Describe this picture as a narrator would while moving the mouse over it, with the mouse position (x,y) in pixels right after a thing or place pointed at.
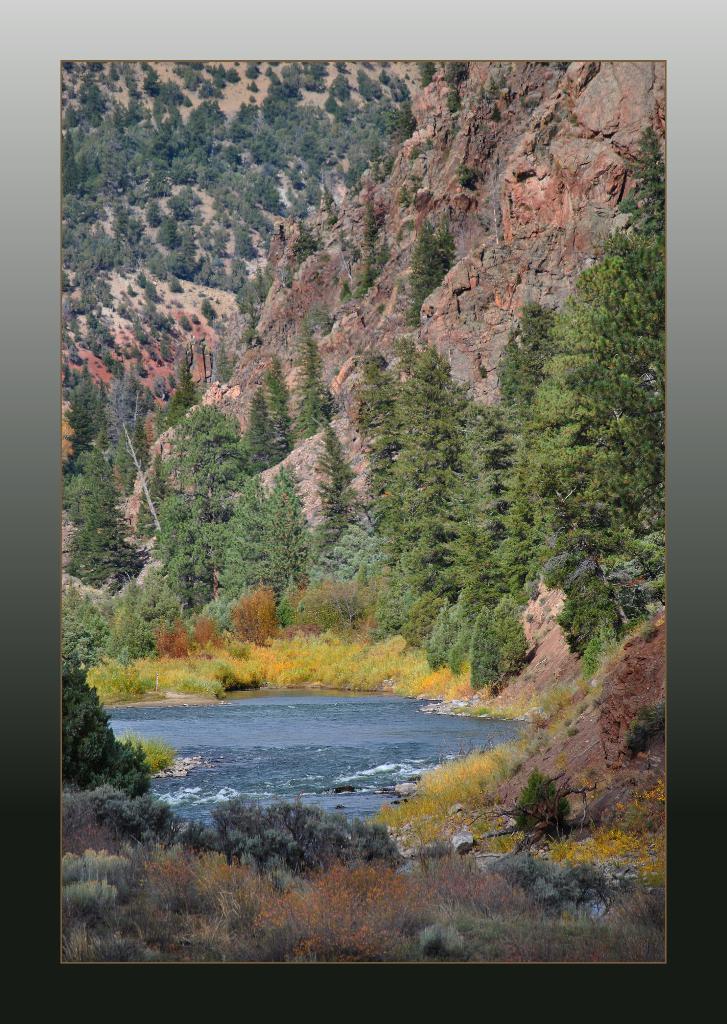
In this image there is a photograph (348,507), there are mountains (420,158) towards the top of the image (356,226), there are trees (373,362) on the mountain (300,193), there is water (264,720), there are plants (426,885) towards the bottom of the image (385,882).
